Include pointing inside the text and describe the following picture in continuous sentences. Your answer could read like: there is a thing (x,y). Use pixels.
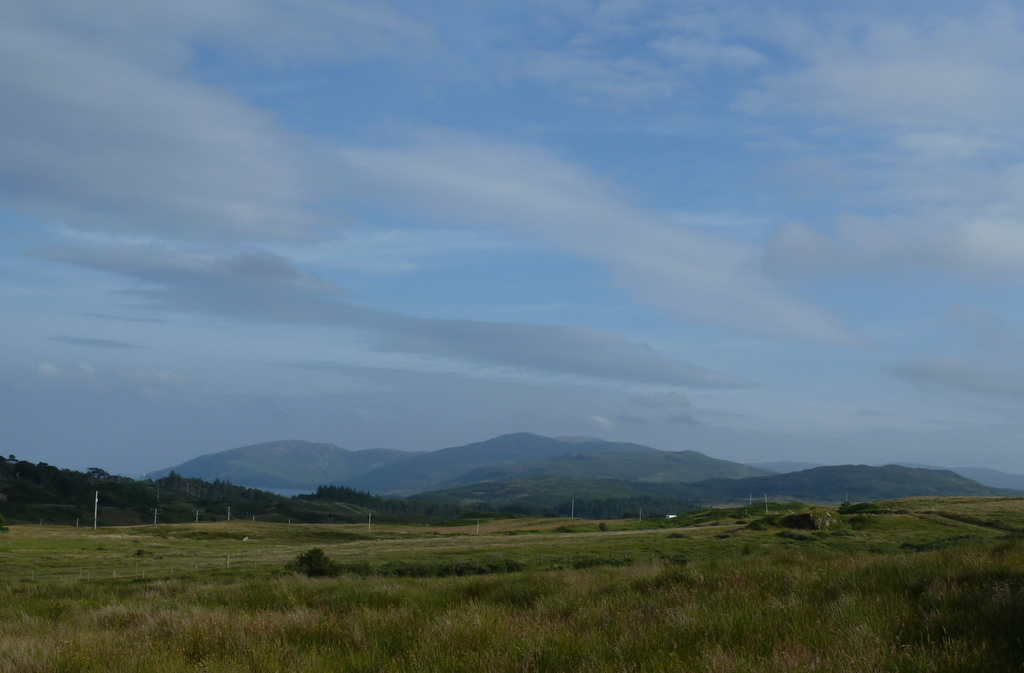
In the picture I can see some plants (267,606), electric poles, trees (349,499) and in the background of the picture (515,477) there are some mountains (441,491) and cloudy sky (442,300).
